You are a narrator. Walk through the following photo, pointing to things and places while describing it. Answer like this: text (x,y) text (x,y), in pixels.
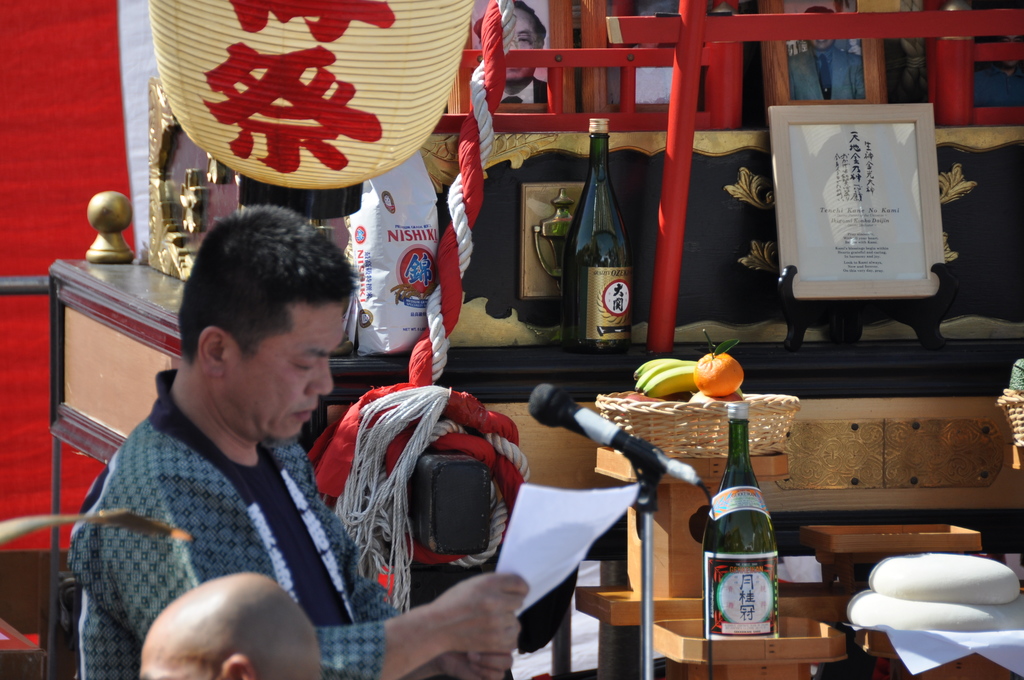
In the image there is a man (211,442) stood on left side (312,504), in front of him there is a mic (643,498) and on the backside (717,583) there are wine bottles (573,325) and photo frames (837,249) and a basket (704,417) full of fruits (718,367).
